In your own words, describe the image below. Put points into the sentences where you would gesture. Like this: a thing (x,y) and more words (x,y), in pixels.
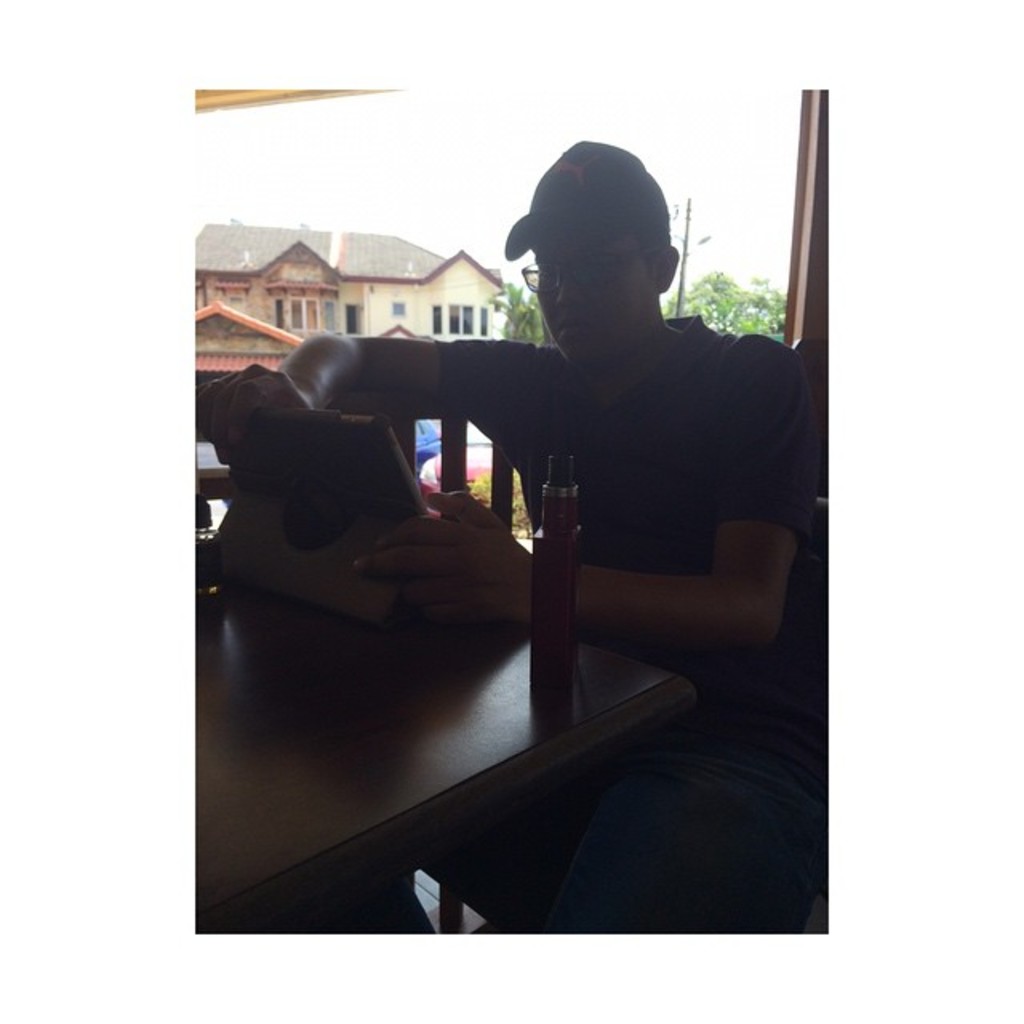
This image consists of a man (634,546) sitting in a chair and holding a device (322,584). In front of him, there is a table (288,761). In the background (263,201), there is a window (743,194) through which we can see a building (329,297) and trees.
